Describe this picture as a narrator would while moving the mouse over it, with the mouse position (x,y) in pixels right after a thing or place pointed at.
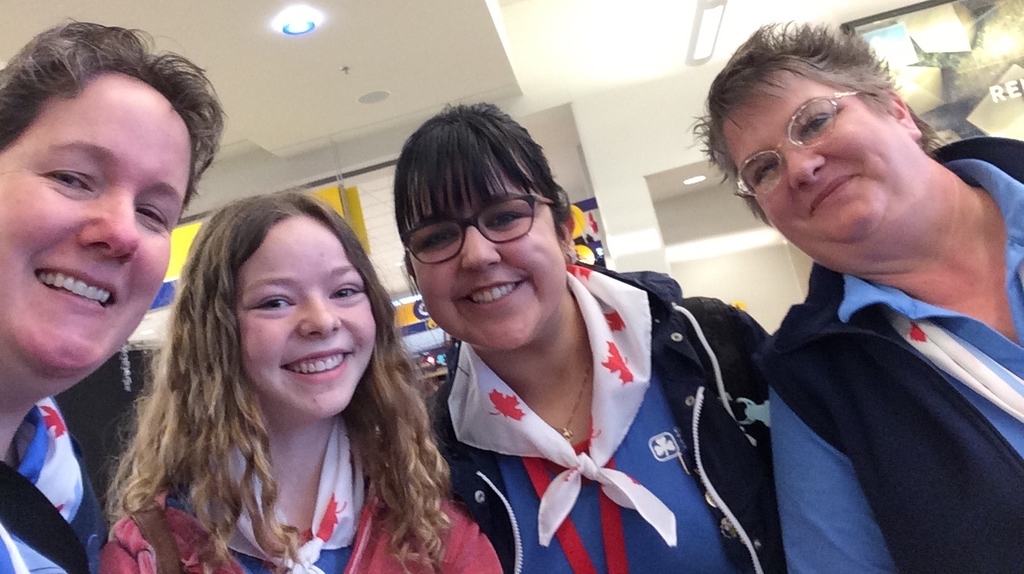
This image consists of four persons (72,520). In the background (620,125), there is a wall (602,130). At the top (430,42), there is a roof (394,55).
